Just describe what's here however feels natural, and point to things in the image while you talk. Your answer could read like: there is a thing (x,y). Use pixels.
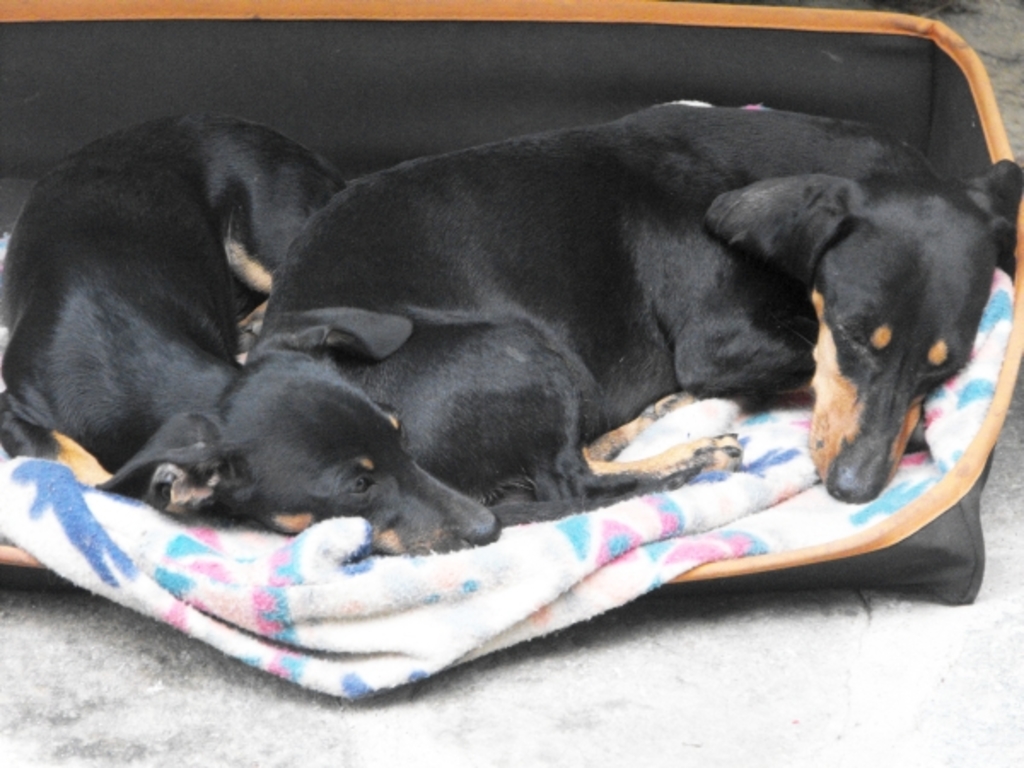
In this image, we can see dogs (497,430) and a cloth (723,478) in the bag (690,28). At the bottom (605,697), there is a floor (621,705).
